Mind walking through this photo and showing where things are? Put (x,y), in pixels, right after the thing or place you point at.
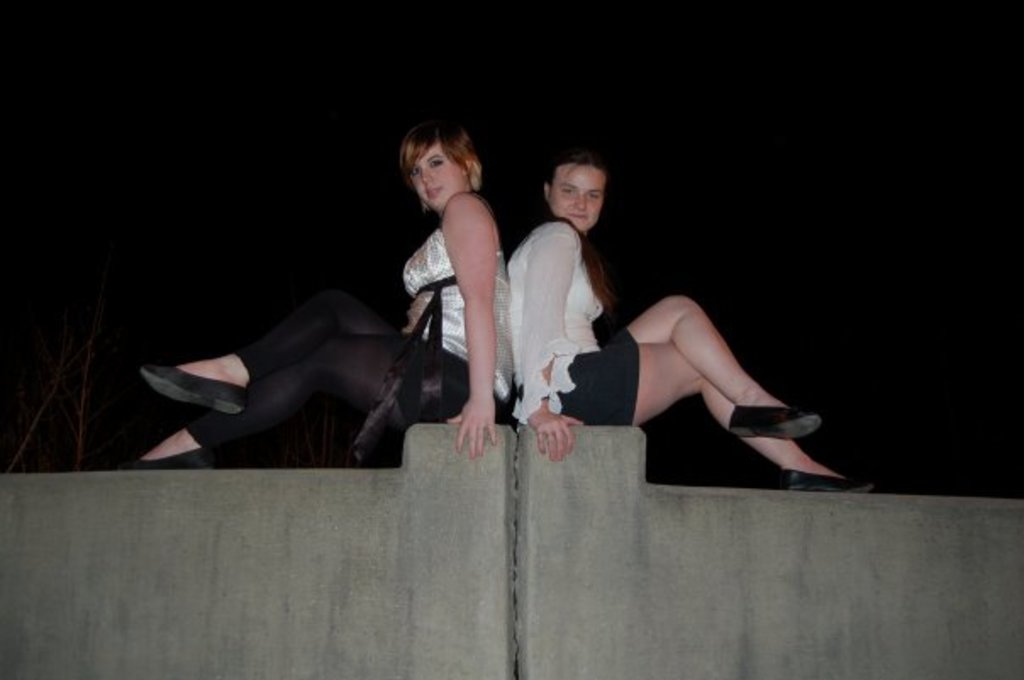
There are two walls (544,568). On the walls (537,561) two ladies (502,396) are sitting. In the back (302,433) there are trees (294,450). In the background (805,178) it is dark.
